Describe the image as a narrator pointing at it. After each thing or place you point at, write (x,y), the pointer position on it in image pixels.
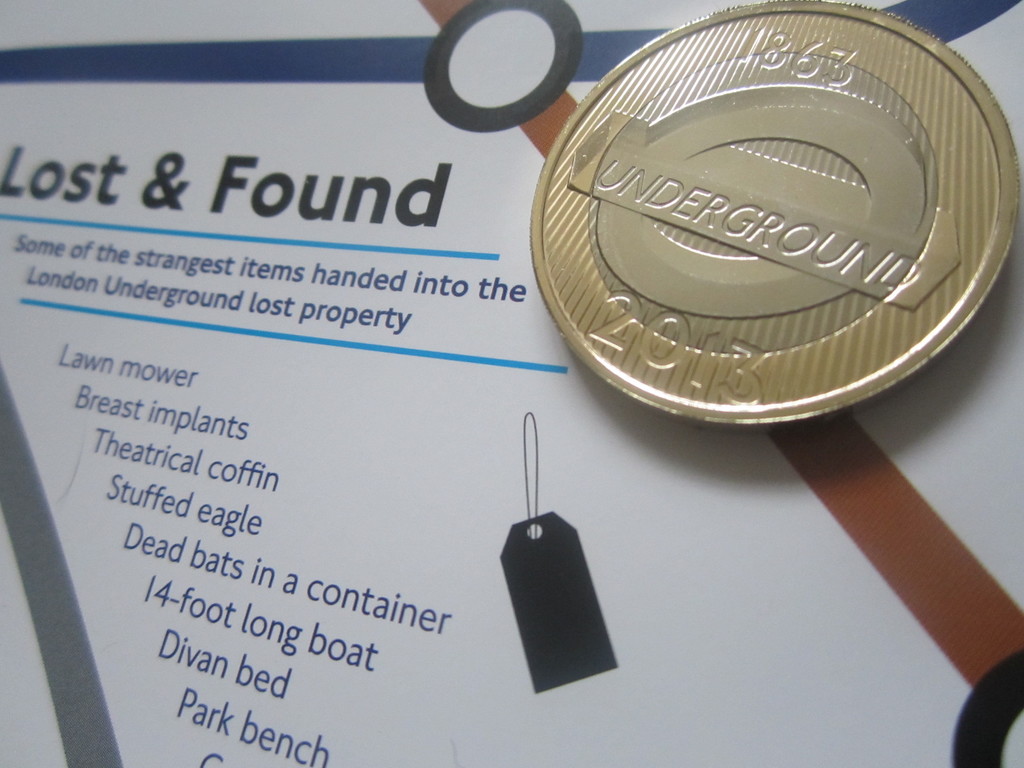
On the right (750,244) at the top corner (751,175) there is coin (937,91) on an object (231,582) and there are texts (347,650) written on the object (415,660).
